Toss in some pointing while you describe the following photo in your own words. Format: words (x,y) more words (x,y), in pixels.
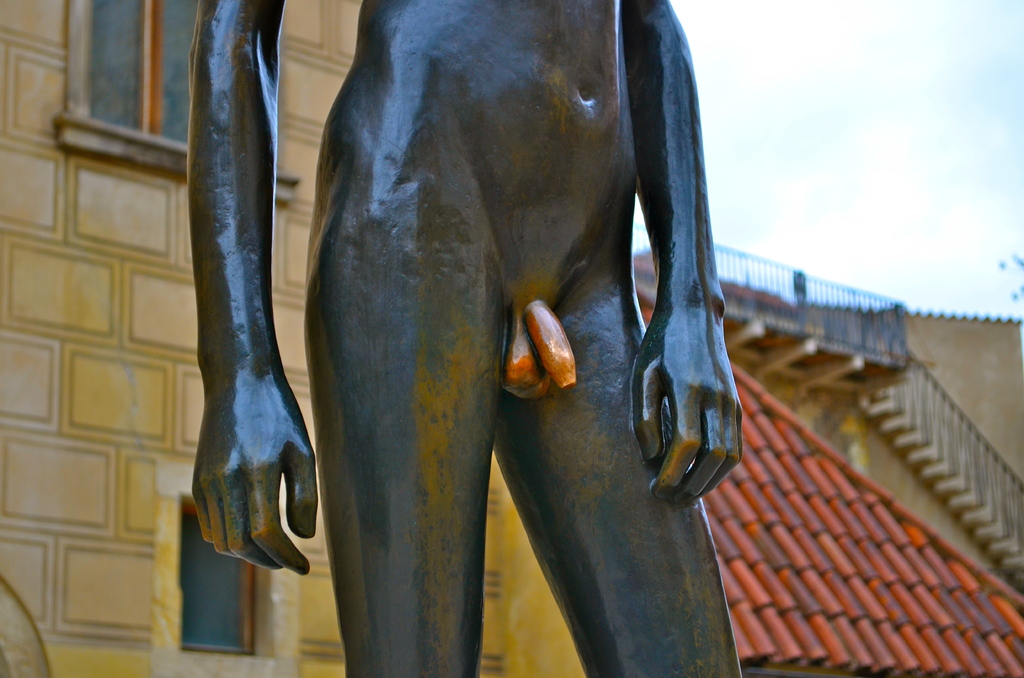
In this image there is a statue (476,295) of a person (622,401). Behind there are few buildings (770,388). Right side (895,400) there is a staircase (912,427) to the building (1016,439). Top of the image (865,144) there is sky (716,192).
